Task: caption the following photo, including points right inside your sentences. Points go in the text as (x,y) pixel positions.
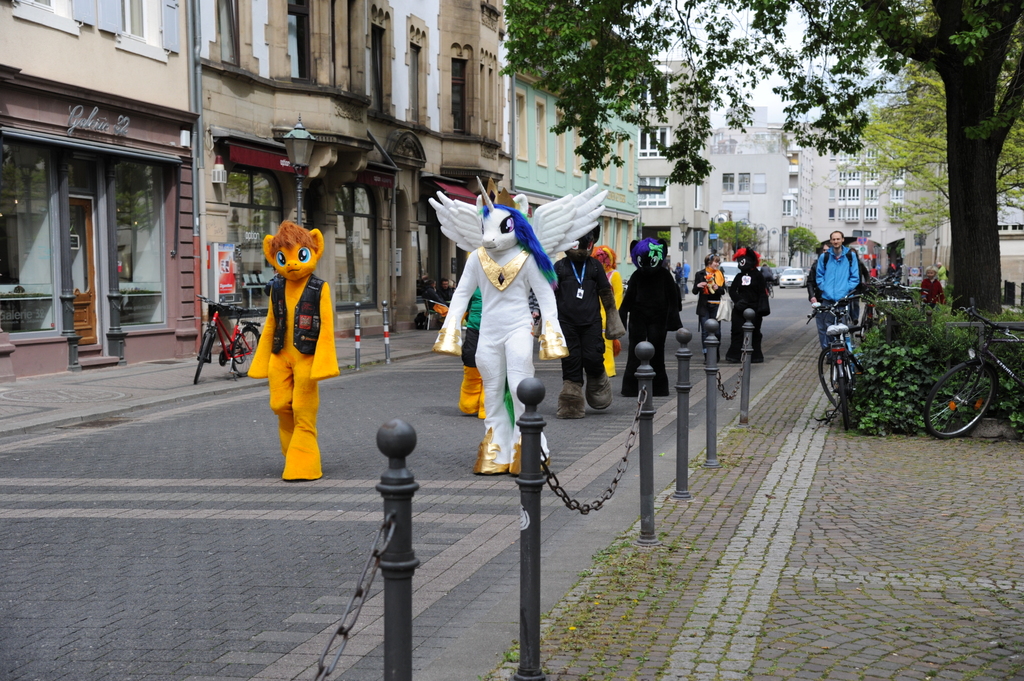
In this picture we can see some people (531,275) are wearing different costume (469,325) and walking on the road (368,376), beside we can see some buildings (216,241) and trees (974,58).
